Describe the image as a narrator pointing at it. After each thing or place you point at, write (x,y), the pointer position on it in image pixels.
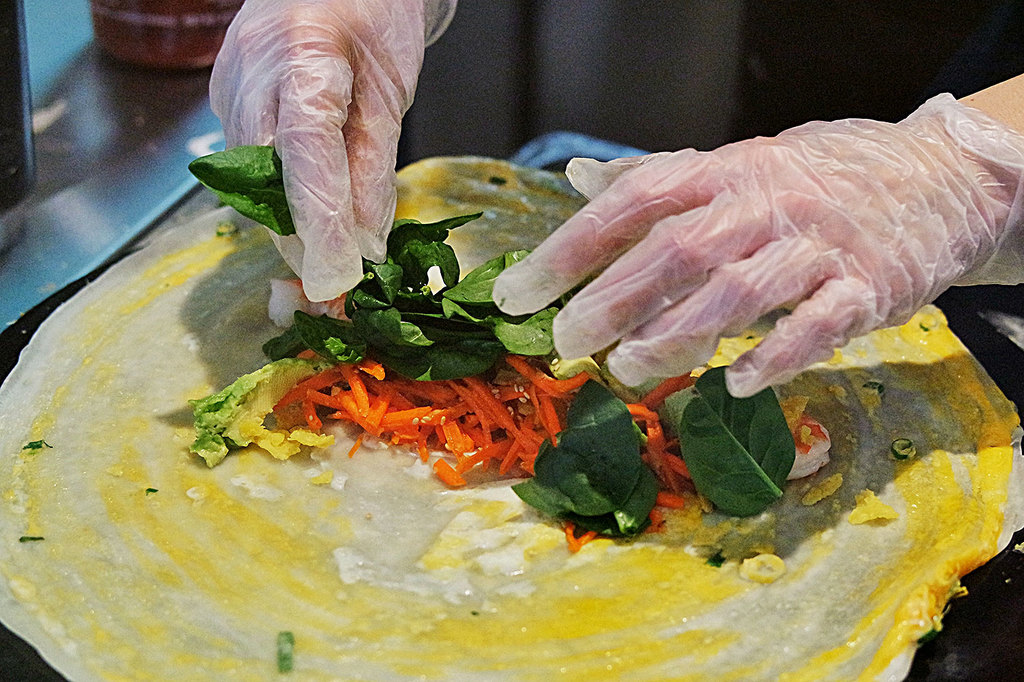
In this image I can see a food item (498,488). I can see a person's hands (767,295).
